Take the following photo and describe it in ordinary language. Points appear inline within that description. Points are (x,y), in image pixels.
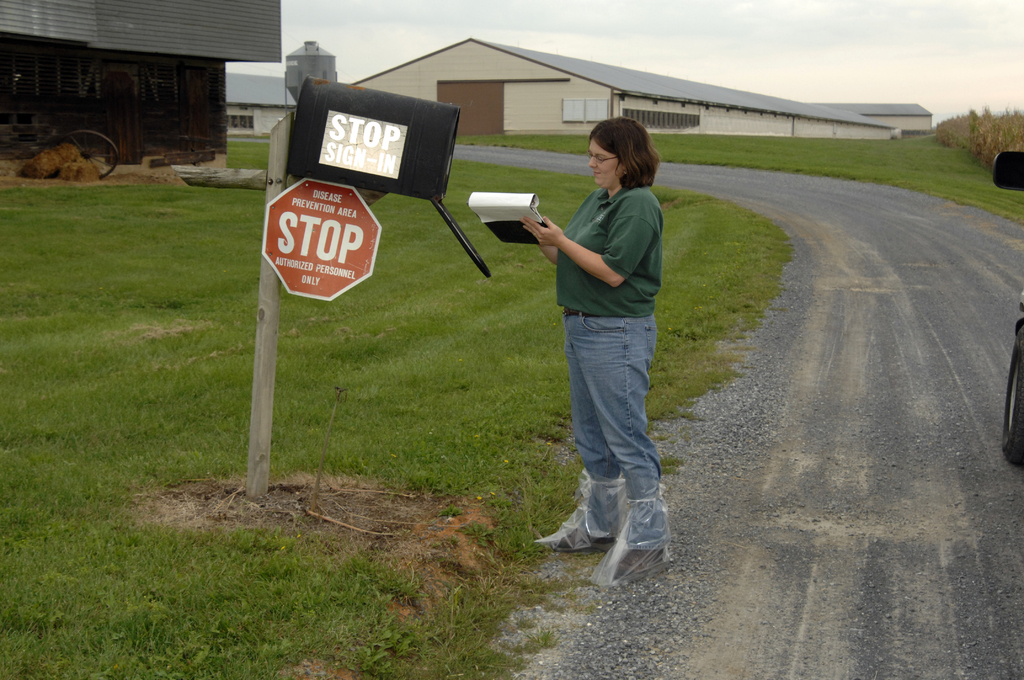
In this image I can see a woman (568,278) holding a book (509,241) in her hands (545,243). In the background (62,19) I can see few buildings (471,91). There is some grass (491,494) on the ground (491,494). I can see a board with some text (378,160) on it. At the top (830,49) I can see clouds (741,31) in the sky (783,31).
